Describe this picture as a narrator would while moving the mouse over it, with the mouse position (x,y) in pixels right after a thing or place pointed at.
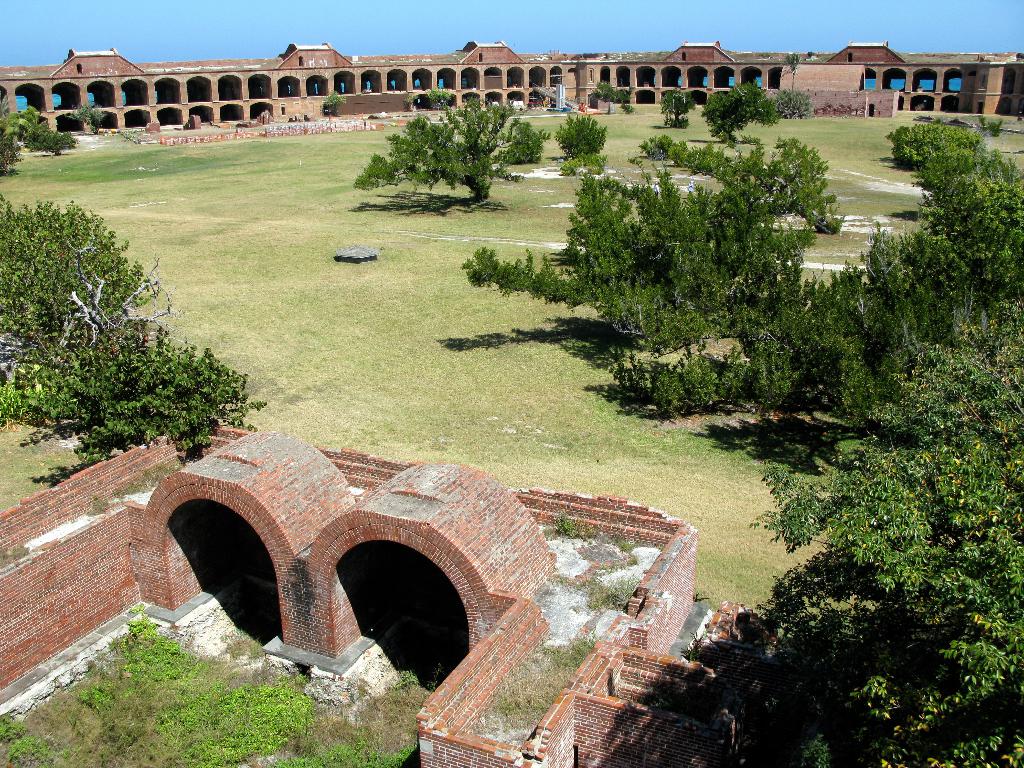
In this image in the front (776,620) there is a wall (164,583) and there are plants (868,572). In the center (382,315) there is grass (325,292) on the ground (316,295) and there are trees (750,167). In the background (52,84) there is a building (318,64).
